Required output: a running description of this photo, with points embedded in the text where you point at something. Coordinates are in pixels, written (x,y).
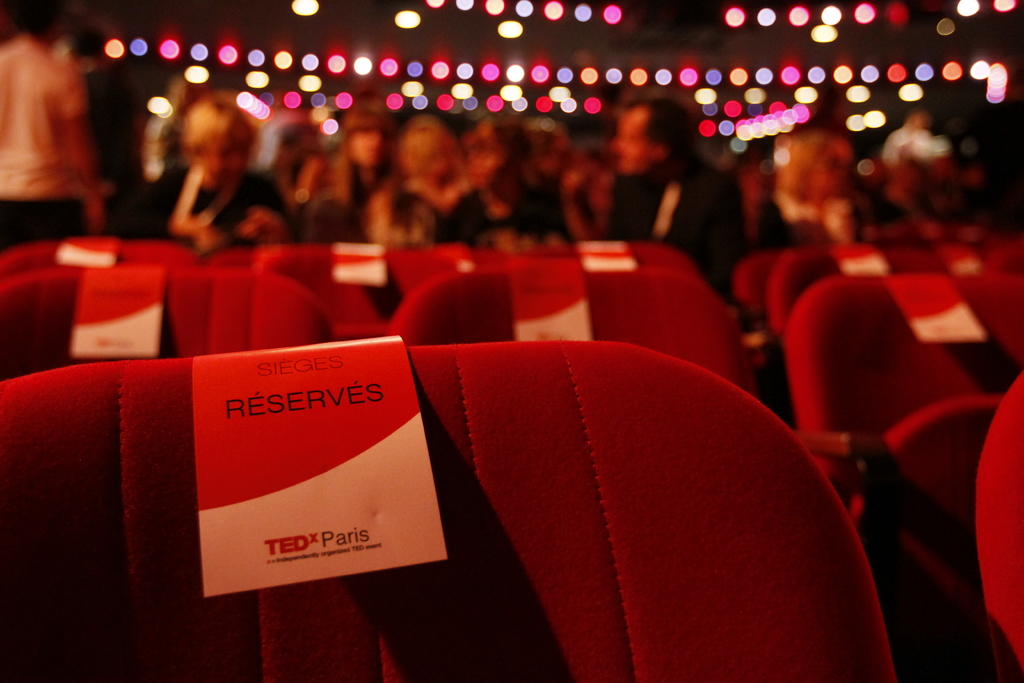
This is an image clicked in the dark. Here I can see many empty chairs (534,443). There are few pamphlets (277,452) attached to the chairs (701,361). In the background (352,212) there are many people (438,178) and lights (793,78).
